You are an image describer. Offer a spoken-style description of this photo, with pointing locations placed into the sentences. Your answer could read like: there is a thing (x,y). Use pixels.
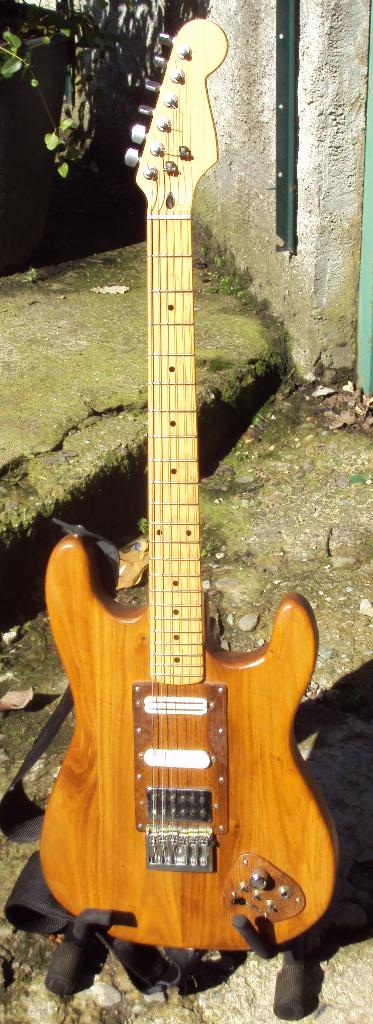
This picture shows a guitar (156,313).
